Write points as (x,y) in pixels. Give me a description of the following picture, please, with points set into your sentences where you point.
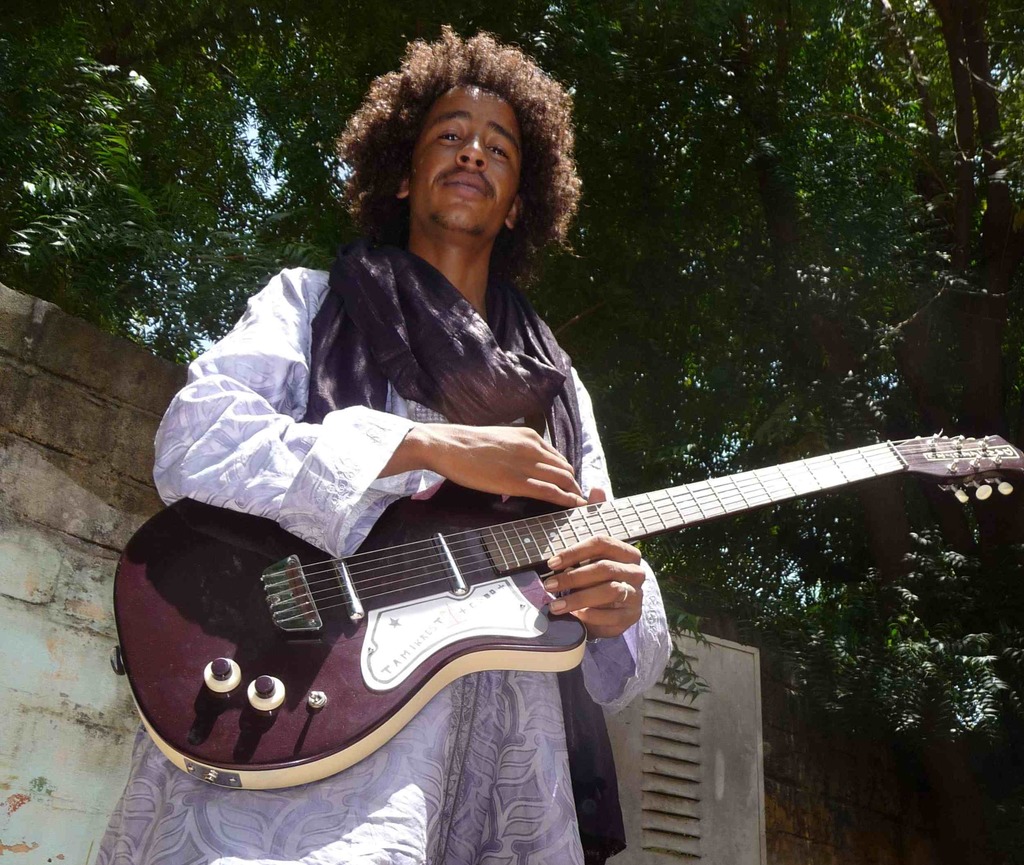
This image consists of a person (574,371) standing and holding a guitar (326,615). In the background (129,451) a wall (100,409) is visible. In the background (703,525) trees (665,378) are visible and a sky (269,189) is visible. This image is taken during day time.
